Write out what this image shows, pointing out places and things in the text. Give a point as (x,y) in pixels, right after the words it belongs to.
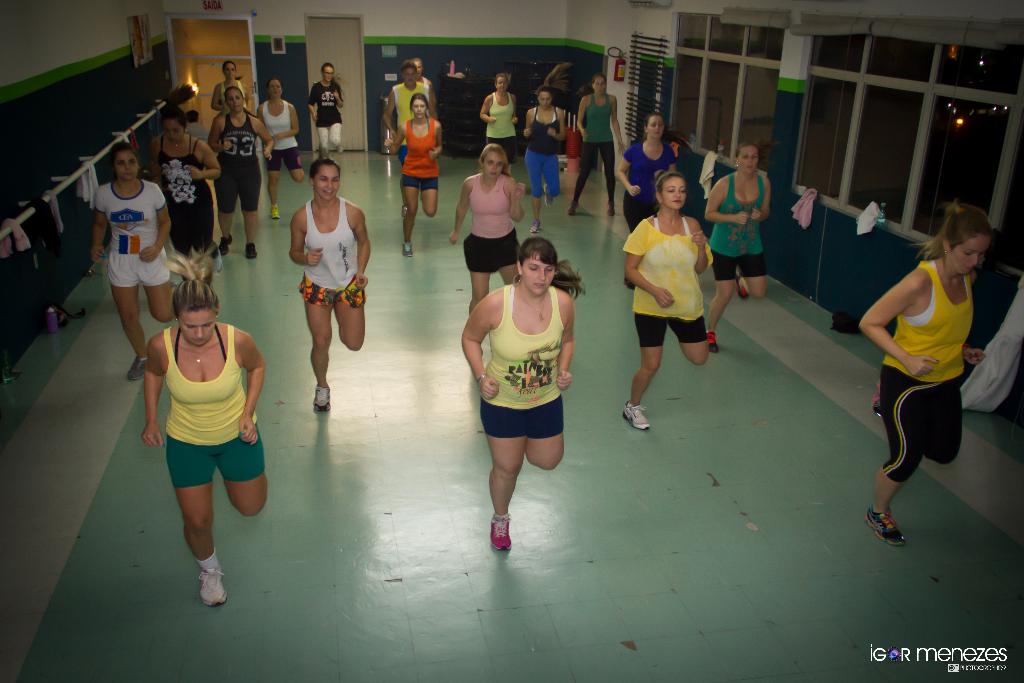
In the image it looks like the people (204,261) are doing some fitness exercises and on the right side (745,90) there are windows (762,134), on the left side (50,220) there are some clothes (56,209) kept on a white rod (25,210), in the background (193,84) there is an exit door (186,56).
